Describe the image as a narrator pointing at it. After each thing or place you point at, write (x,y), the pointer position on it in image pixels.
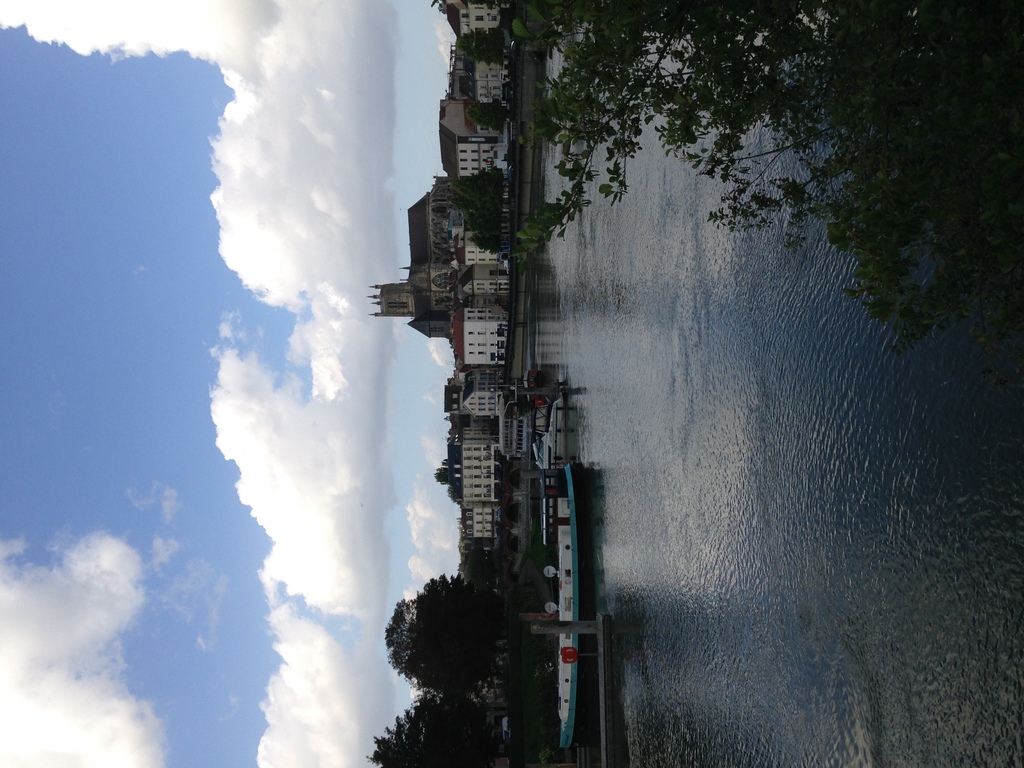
This image is taken outdoors. On the left side of the image (149,435) there is a sky (156,532) with clouds (88,46). In the middle of the image (477,364) there are many buildings (496,19), houses (482,508), trees (476,665) and plants (473,47). On the right side of the image (869,477) there is a tree (788,126) and a river (746,457) with water (769,611) and a boat (559,618) in it.
